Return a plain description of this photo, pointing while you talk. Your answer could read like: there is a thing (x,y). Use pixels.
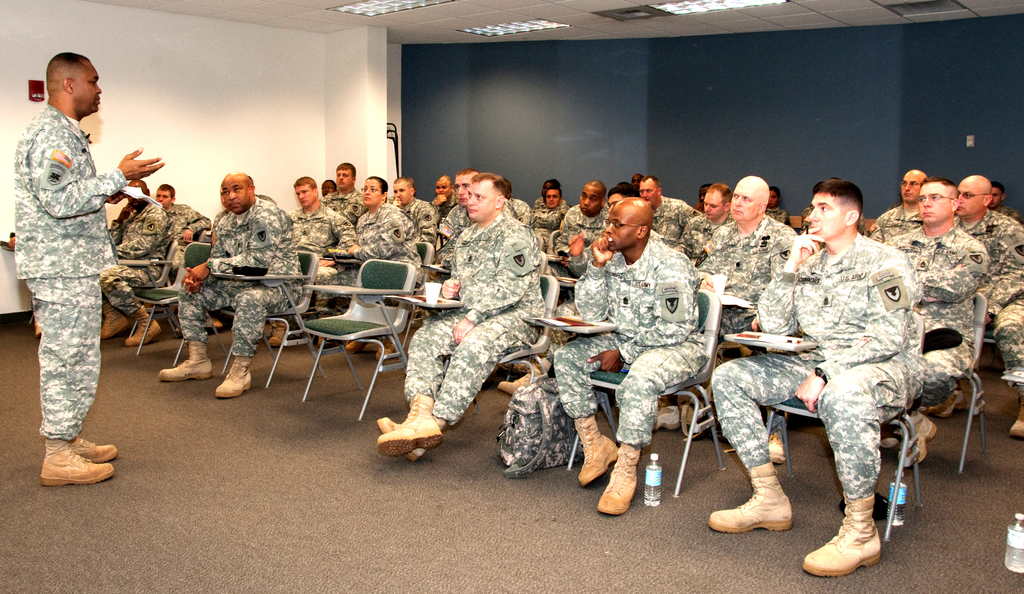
In this image, we can see a group of people (832,239) are sitting on the chairs (580,325). Here we can see few bottles (1018,552) on the floor (974,552). On the left side of the image (100,365), we can see a person (75,414) is standing and holding a paper (141,197). Background (505,137) there is a wall (501,109). Top of the image (436,24), there is a ceiling (423,30) with lights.
